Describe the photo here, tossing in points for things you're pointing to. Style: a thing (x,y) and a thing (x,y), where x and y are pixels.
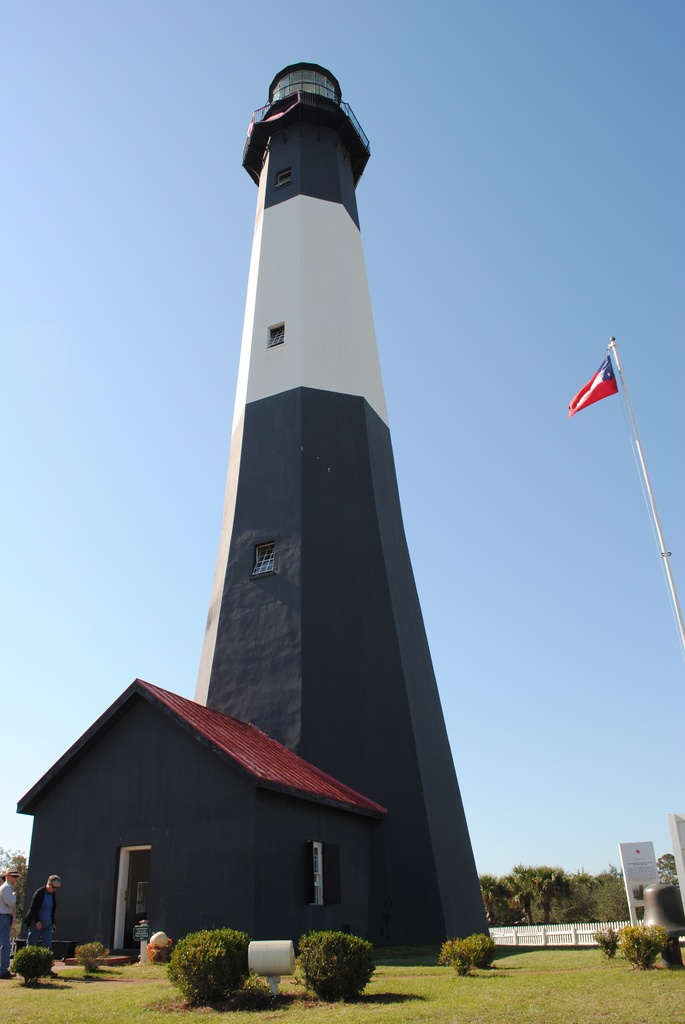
As we can see in the image there is a building (411,816), house (302,839), few people (15,892) over here, grass (296,1020), plants (649,940), trees (598,895) and sky (510,368).
